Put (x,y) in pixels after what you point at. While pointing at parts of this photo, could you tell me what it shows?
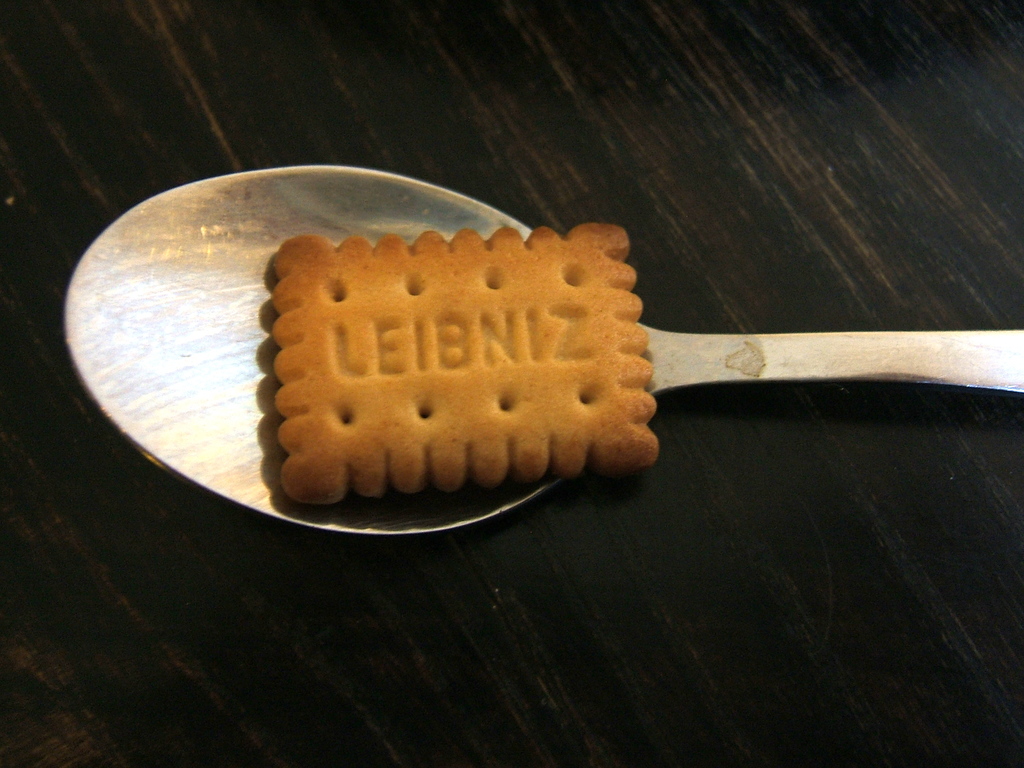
In this image there is a spoon (244,392) on the surface (687,222) which is black in colour and on the spoon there is a biscuit (473,385) with some text (460,362) written on it.
